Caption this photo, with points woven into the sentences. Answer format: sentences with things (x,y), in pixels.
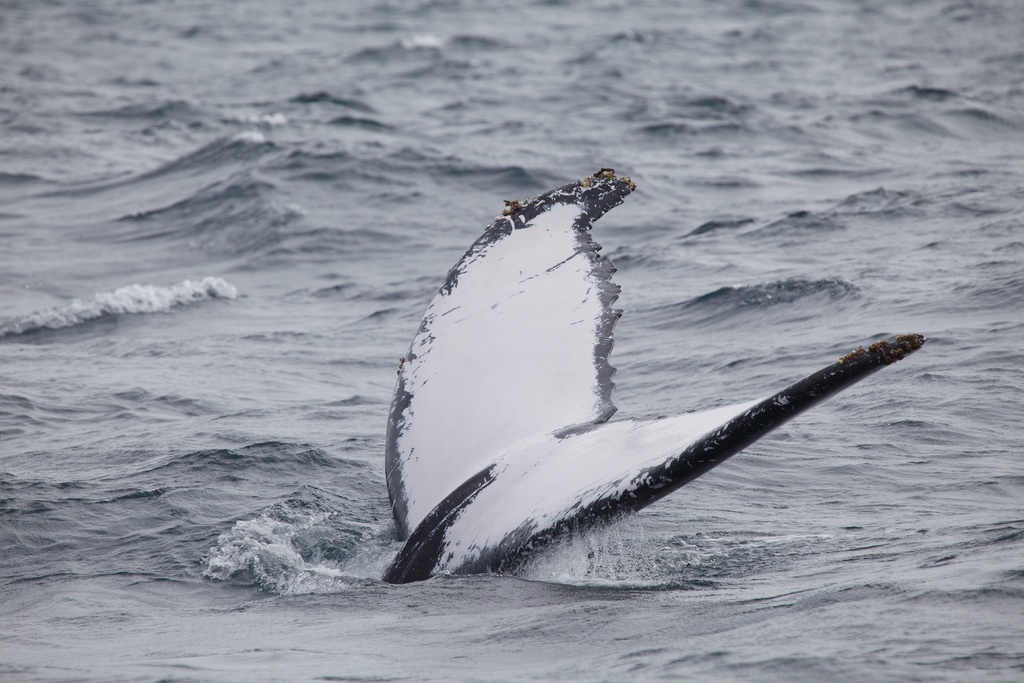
In this picture we can see an object (491,541) and in the background (507,198) we can see water (190,123).
